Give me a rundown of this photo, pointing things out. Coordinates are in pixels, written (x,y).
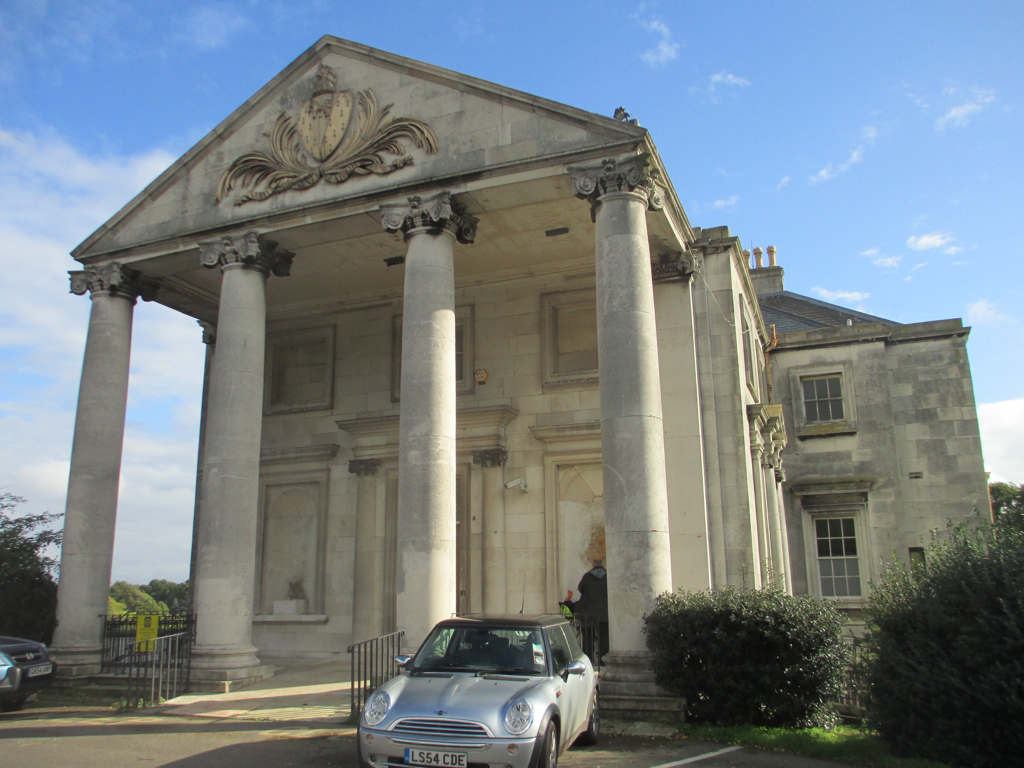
In the background of the image (380,613) there is a building (370,613), sky (125,483), trees (8,570). In the foreground of the image (537,655) there is a car (416,726), road (73,723), plants (712,714).
